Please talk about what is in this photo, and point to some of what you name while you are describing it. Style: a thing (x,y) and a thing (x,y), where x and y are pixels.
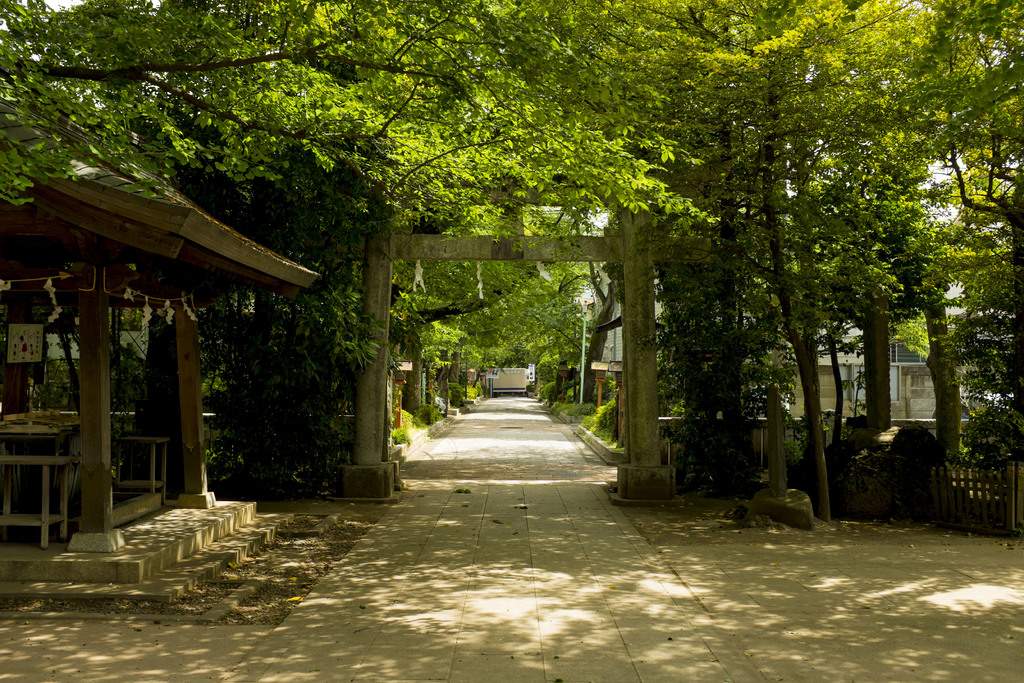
In this image there are trees (904,135). In the center (488,258) we can see an arch (382,457). On the left (89,498) there is a shed (203,430) and we can see a table (58,447) and chairs (37,458). In the background (920,391) there is a building (856,361). On the right (1002,498) we can see a fence (951,496).
